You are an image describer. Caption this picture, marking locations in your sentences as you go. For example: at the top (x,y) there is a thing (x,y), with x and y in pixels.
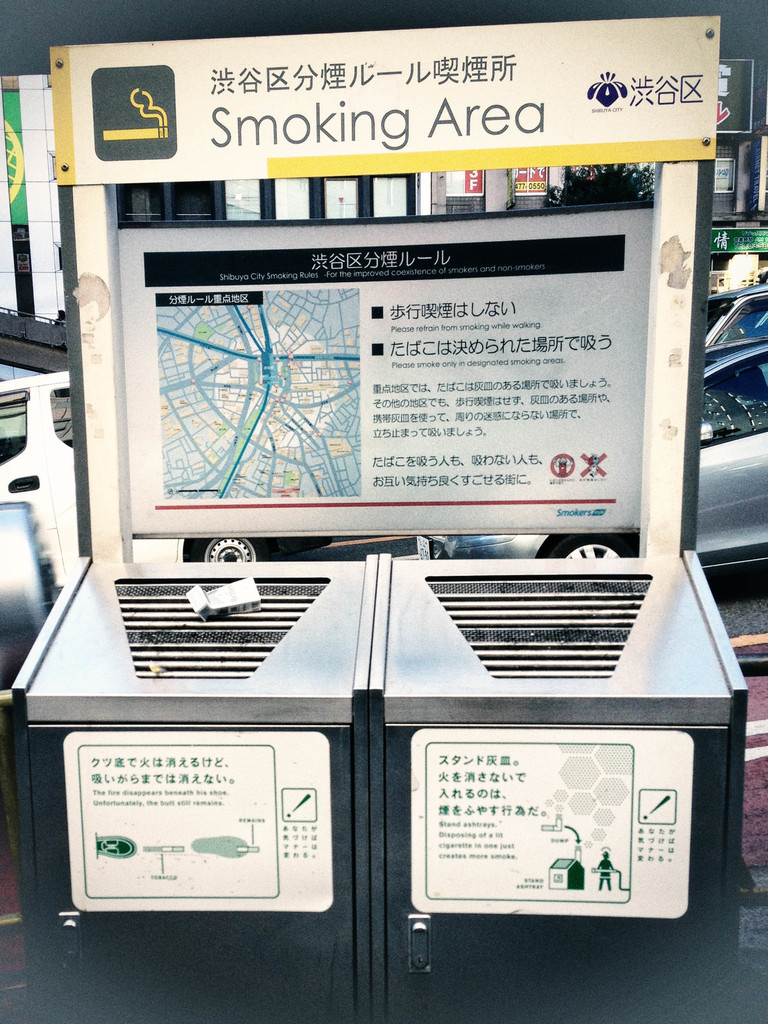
In the foreground of the picture (395,980) I can see the stainless steel boxes (407,632). I can see the caution board (123,83) at the top of the picture (428,217). In the background (715,307), I can see the cars (715,307).
